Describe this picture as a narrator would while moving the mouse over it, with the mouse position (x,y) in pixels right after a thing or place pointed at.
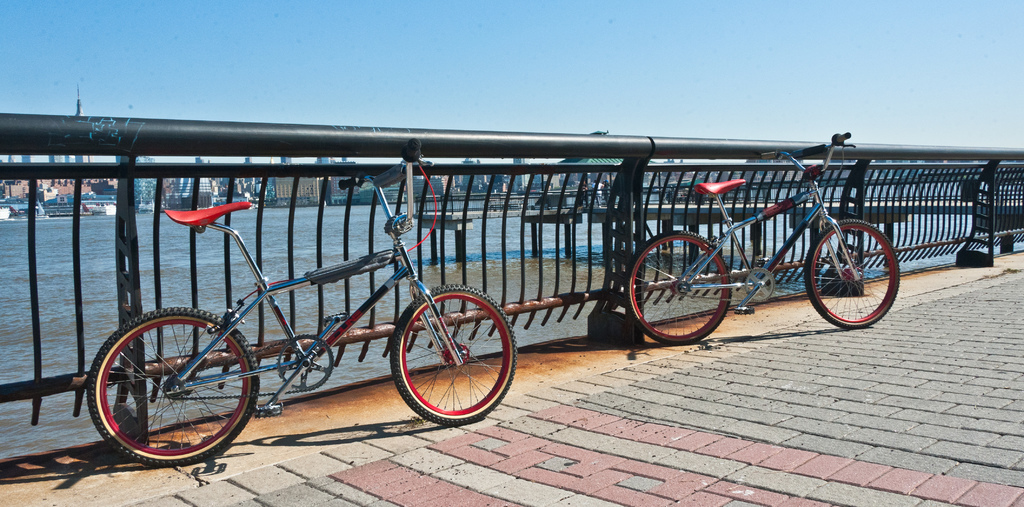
In this image, we can see two bicycles (826,310) and there is a black fence (77,204), we can see water (354,212), there are some buildings (56,187) in the background (165,190), at the top (649,72) we can see the blue sky (576,71).
